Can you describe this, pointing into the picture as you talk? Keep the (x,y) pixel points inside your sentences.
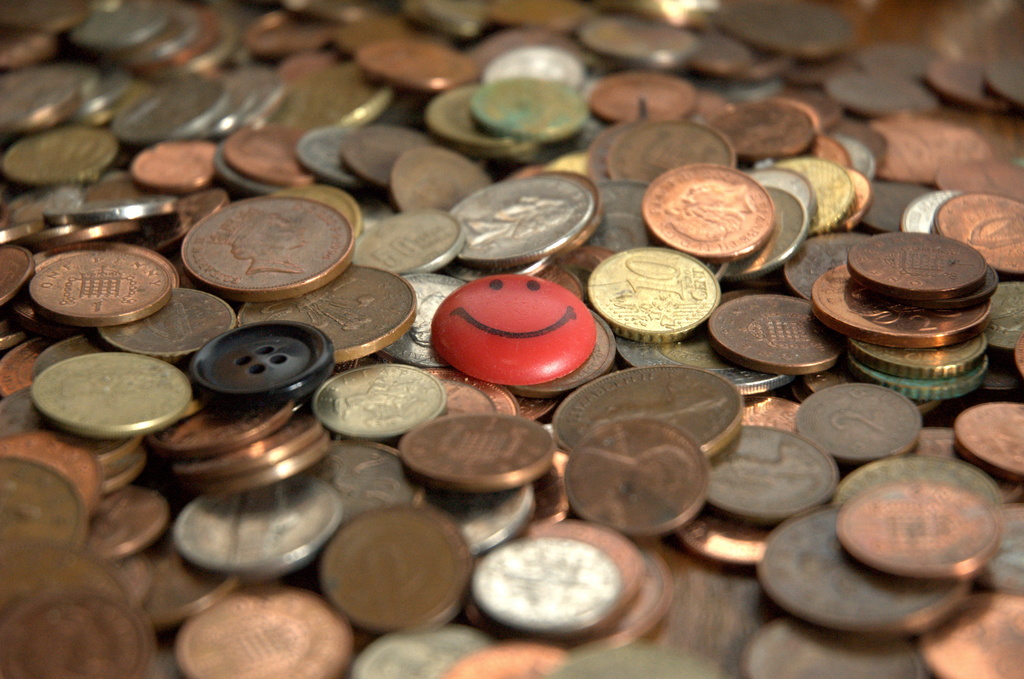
In this picture we can see a group of coins (659,436), smiley badge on a platform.
